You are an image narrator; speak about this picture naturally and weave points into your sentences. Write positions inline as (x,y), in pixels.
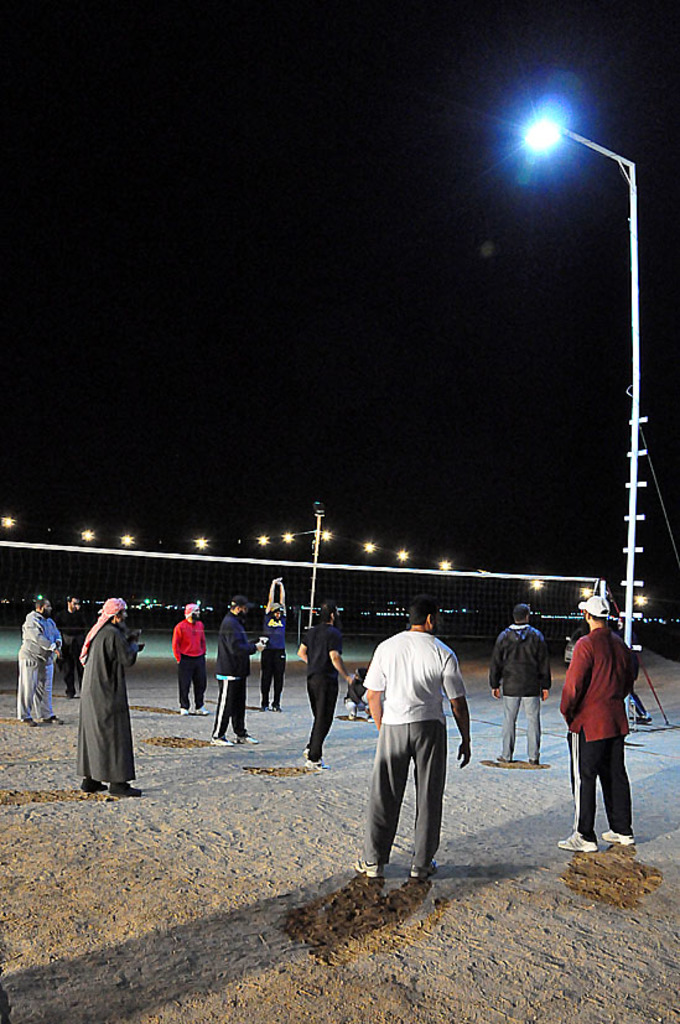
In this image we can see these people (48,660) are standing on the ground (320,855), we can see the light pole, net (80,592), lights (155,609) and the dark sky (267,204) in the background (283,507).
